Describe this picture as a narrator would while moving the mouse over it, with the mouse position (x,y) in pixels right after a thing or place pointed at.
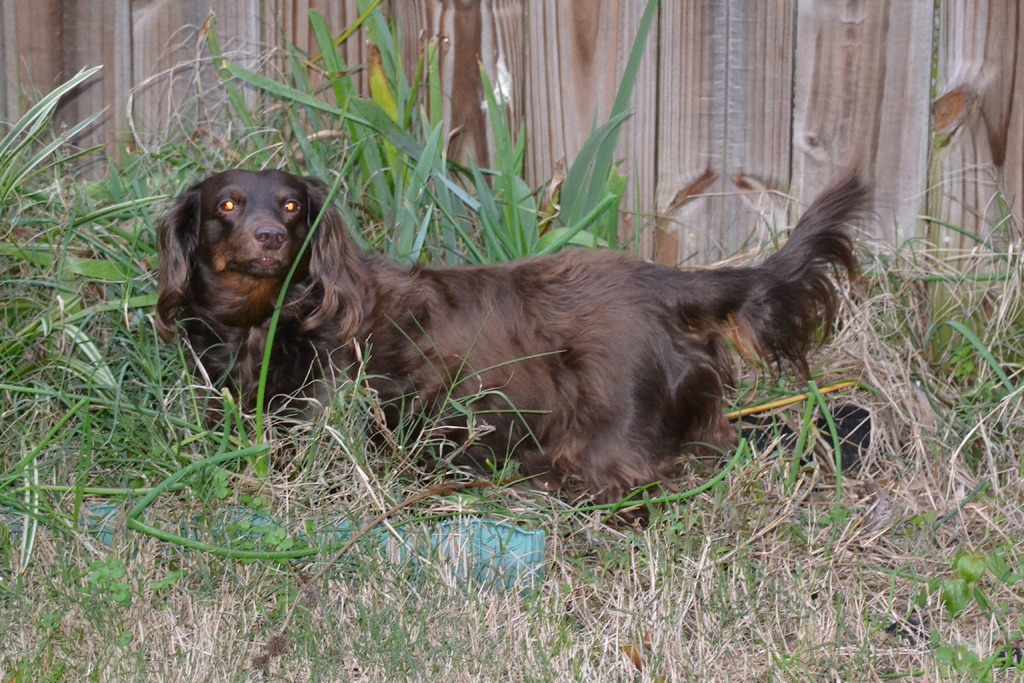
In this image I can see some grass (472,585) which is cream and green in color and a dog (574,300) which is brown and black in color is standing in the grass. In the background (691,139) I can see the wooden wall (698,100).
